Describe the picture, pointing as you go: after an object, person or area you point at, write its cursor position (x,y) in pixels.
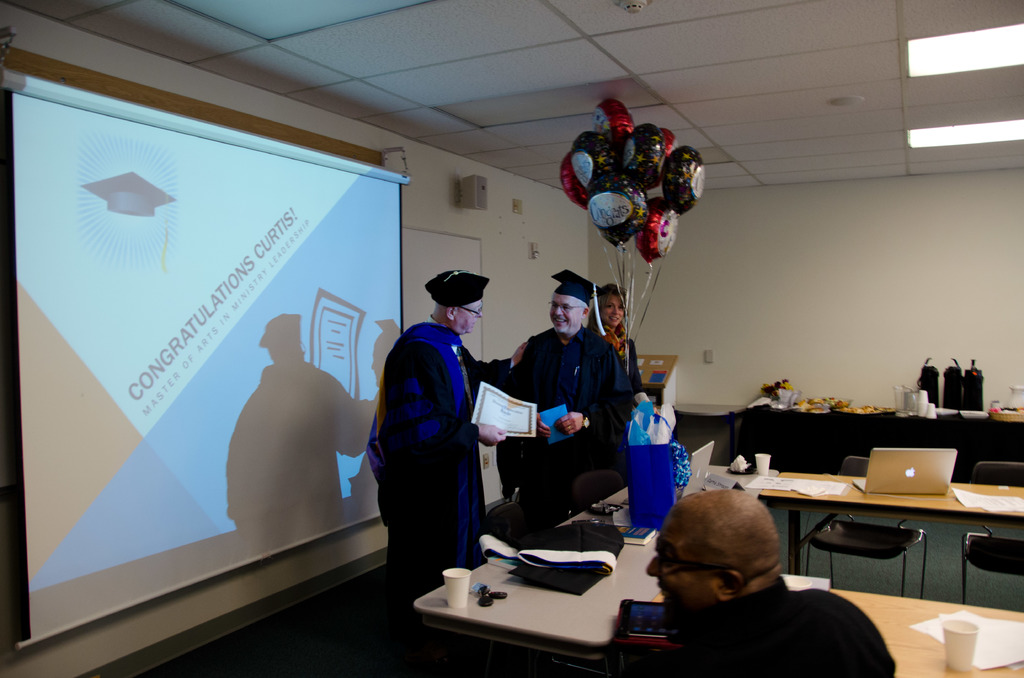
In this there are two men (455,355) with black dress (597,396) standing and behind him there is a lady (626,338) holding balloons (634,218) in her hand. And to the bottom (759,562) another man (756,651) with black dress (767,643) is sitting and he is smiling. In front of him there is a table (557,606) with glass (452,598), paper (924,631), laptop (891,481), blue color cover (647,489) and books (637,535) on it. In to the left side (212,361) there is a screen (95,409).
